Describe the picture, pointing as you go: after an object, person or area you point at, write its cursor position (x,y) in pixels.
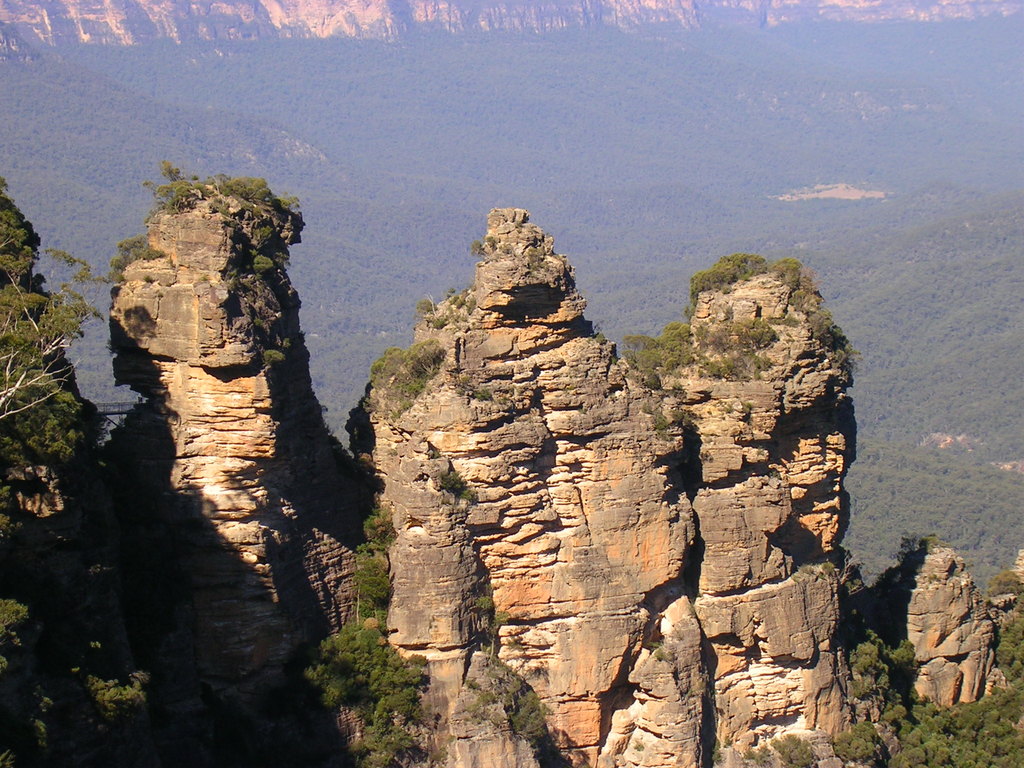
In the center of the image (596,316) we can see hills (804,206), trees (382,255), plants (392,360), fog (958,109) and a few other objects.
